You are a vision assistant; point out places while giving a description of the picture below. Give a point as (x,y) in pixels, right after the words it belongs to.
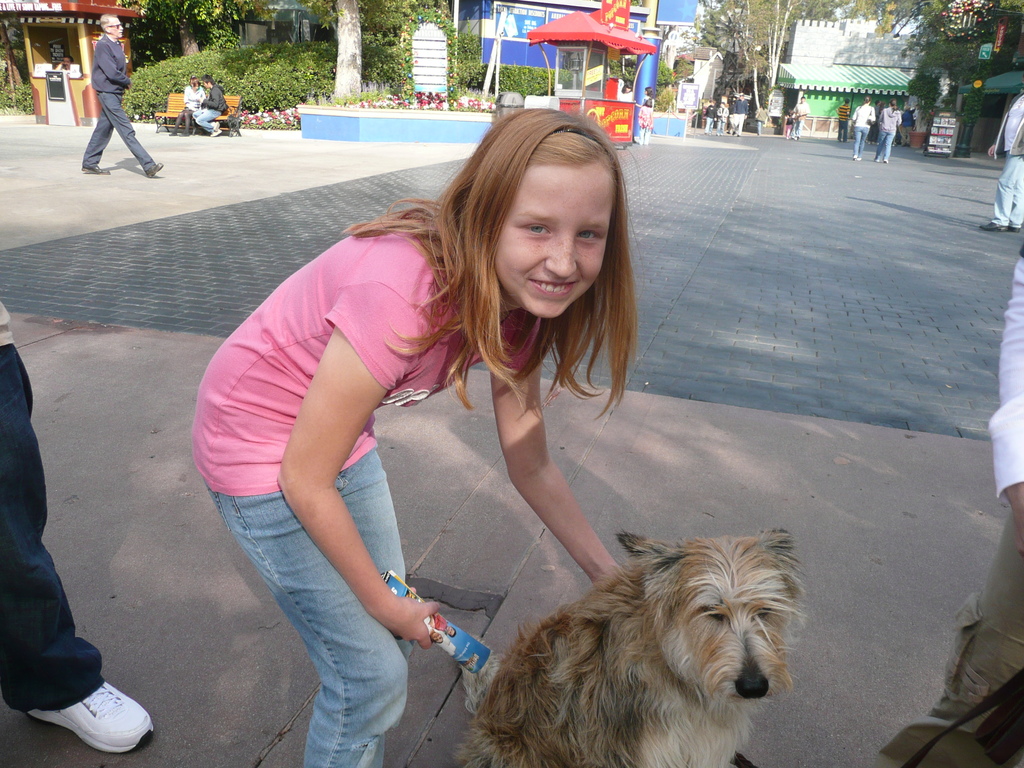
a person (338,470) is standing wearing a pink t shirt (241,397) bends towards the dog (675,679). behind her there are people (856,140) walking around the road (328,181). there are trees (397,56) and stalls (619,86) at the back (809,96).
